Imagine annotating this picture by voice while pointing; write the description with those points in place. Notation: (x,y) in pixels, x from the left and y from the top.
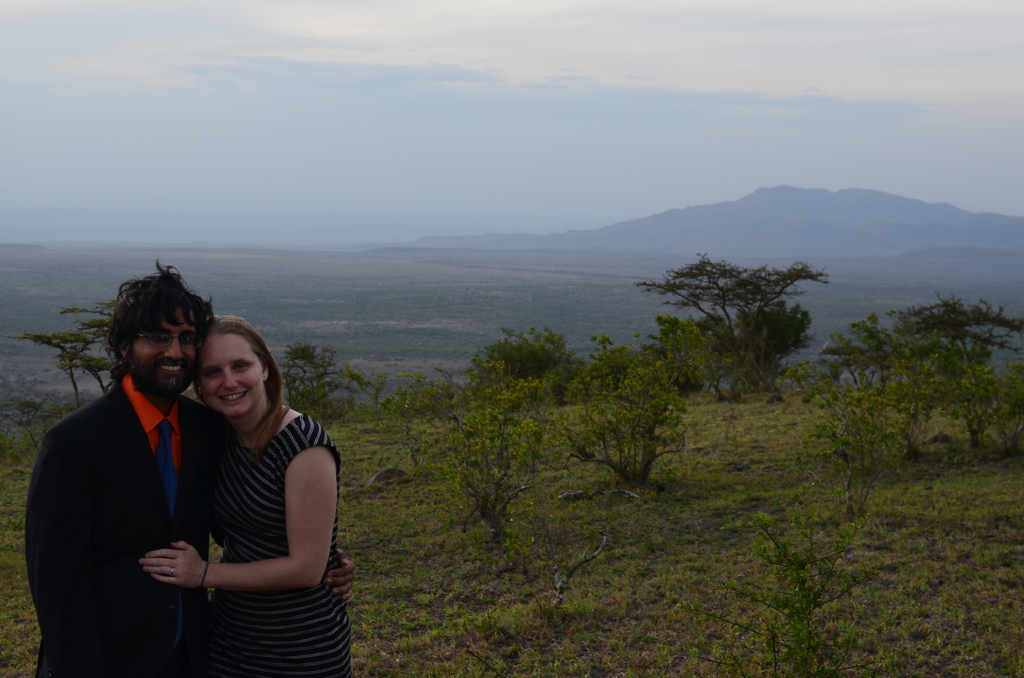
In this image there is a couple (161,485) on the left side (150,550). In the background (607,465) there are trees (835,446) and small plants (761,370). At the top (667,63) there is the sky (626,77). There are hills (834,220) on the right side (921,226). The man (115,513) is wearing the black suit (104,484).
